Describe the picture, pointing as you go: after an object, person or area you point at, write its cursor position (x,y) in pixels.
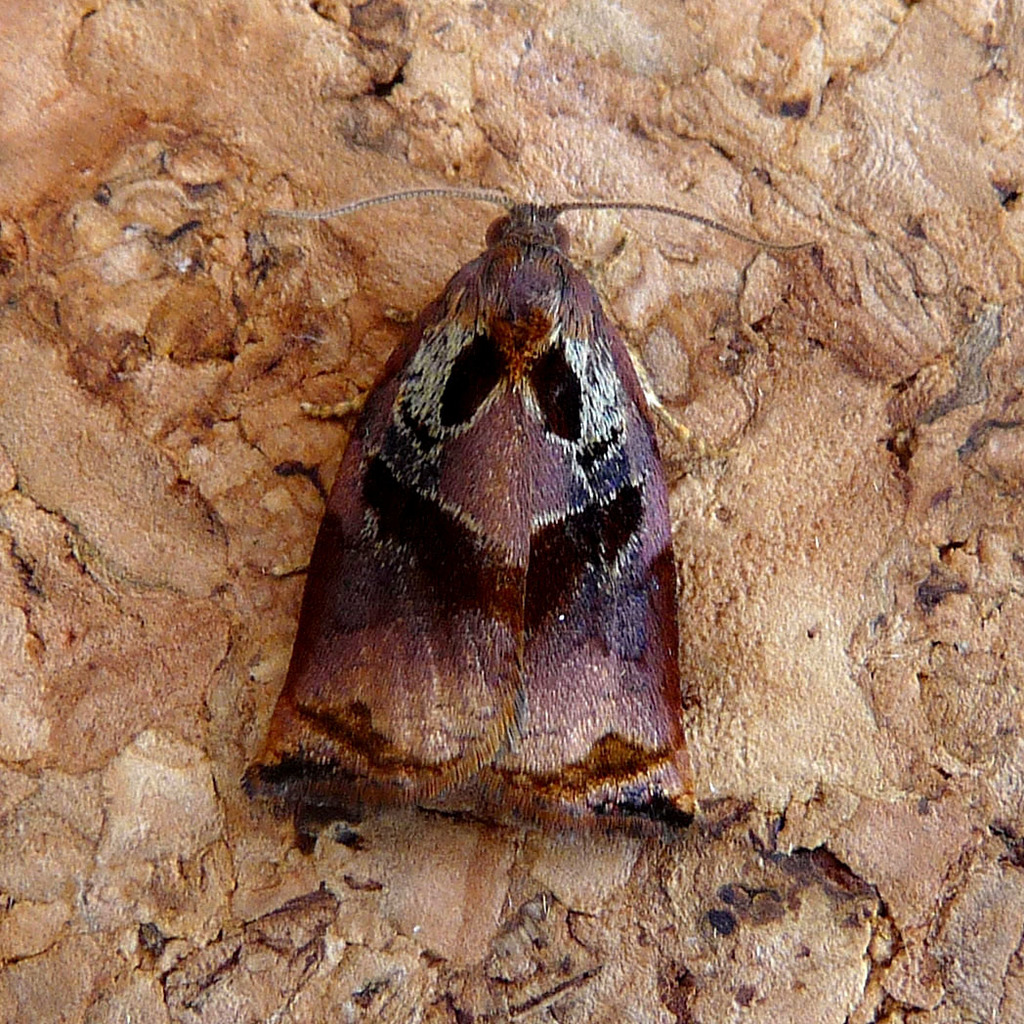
In this picture I see the cream color surface (255,252), on which there is an insect (484,431) which is of dark pink, brown and black color.
